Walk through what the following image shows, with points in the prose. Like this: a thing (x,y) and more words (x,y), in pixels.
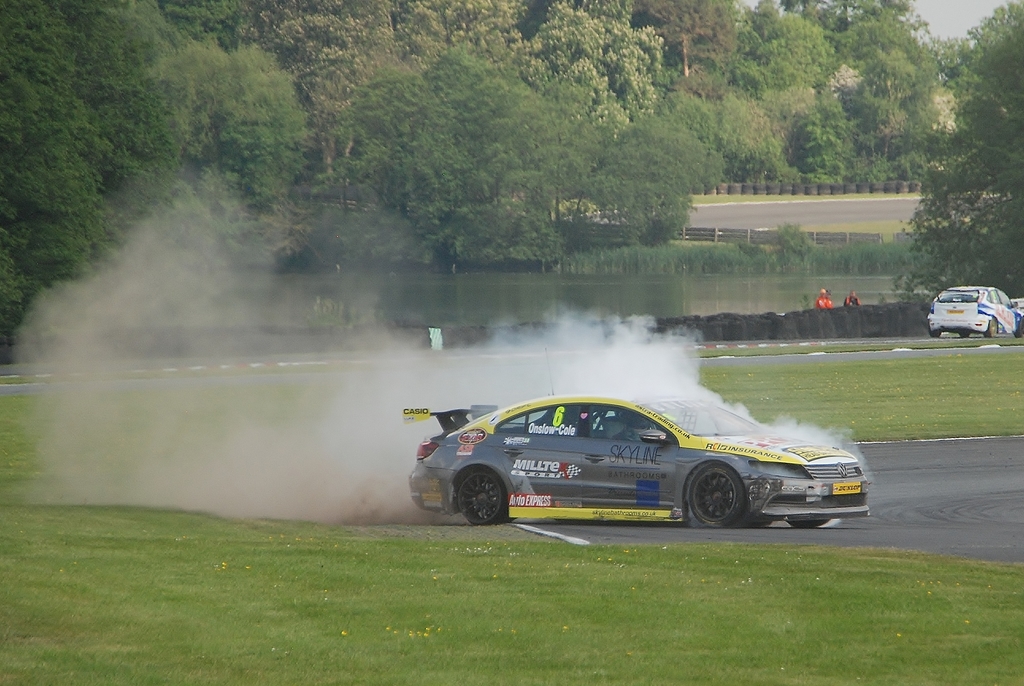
This image consists of two cars (982,315). In the front (204,413), we can see the smoke (246,393). At the bottom (384,631), there is green grass (855,574) on the ground (836,551). In the middle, there is a road (1005,506). In the background (484,280), we can see the water (626,293). And there are many trees (688,184) in this image.
